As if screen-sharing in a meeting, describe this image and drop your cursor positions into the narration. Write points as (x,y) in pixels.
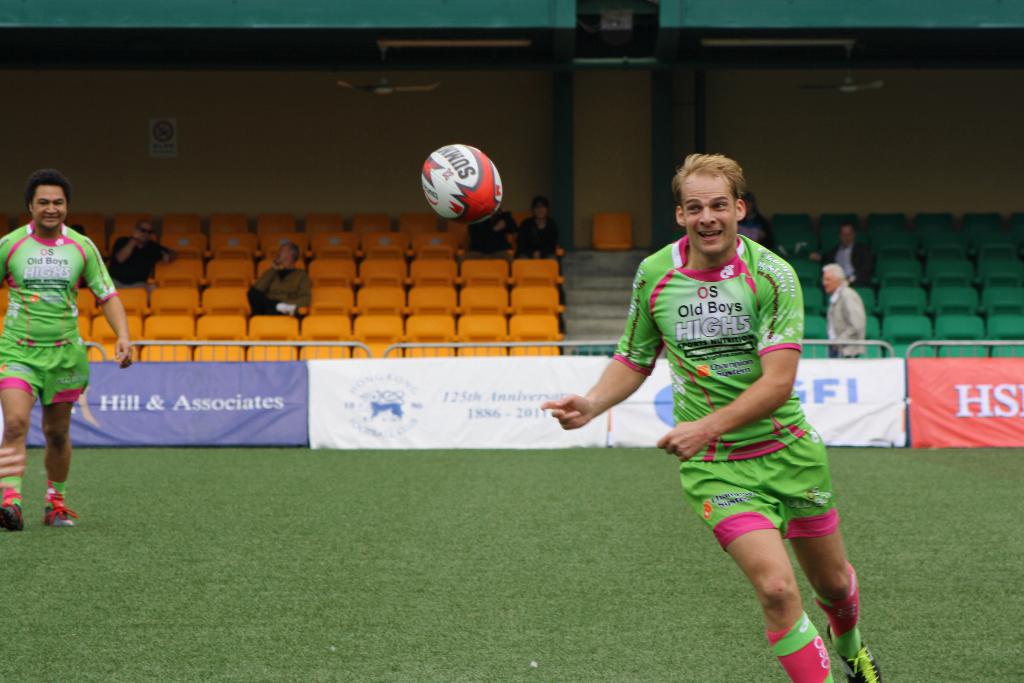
In this image I can see two persons (739,500) in the ground (679,486) and wearing green, pink color dress (733,517). We can see ball (448,197). Back Side I can orange and green color chairs (946,249). We can see banner (465,373). They are in different color. I can see stairs (599,327) and fencing (605,343). I can fans (386,89) and cream color wall (272,128).
